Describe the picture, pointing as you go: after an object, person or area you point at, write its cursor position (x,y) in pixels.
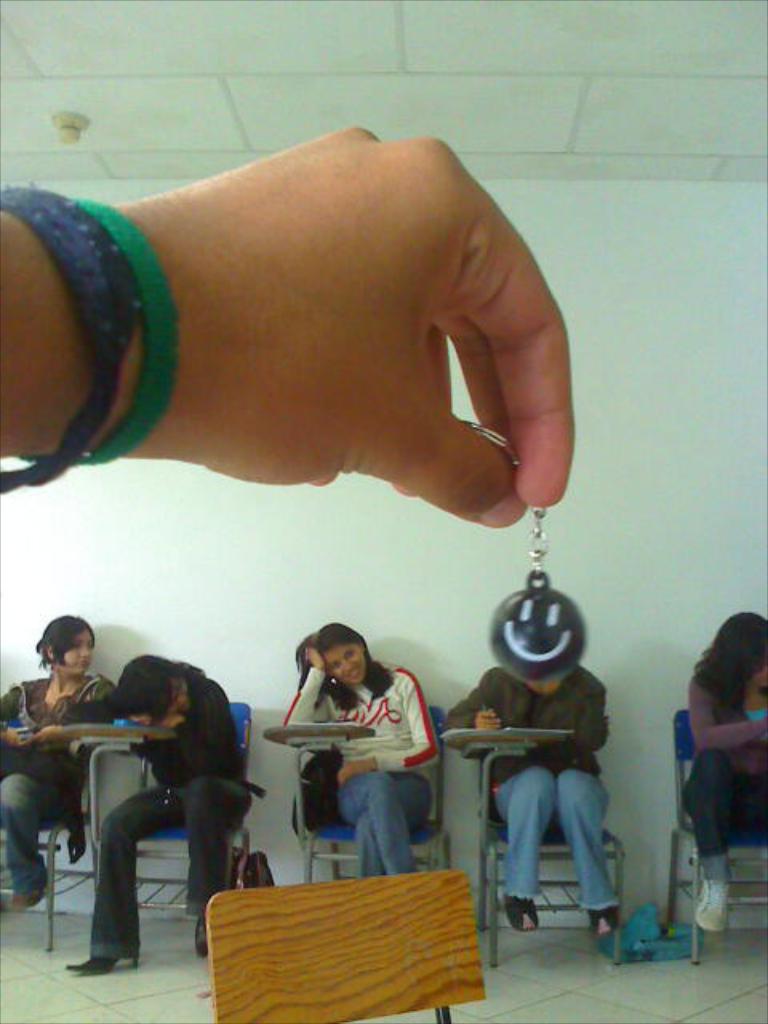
In the image we can see there are people (43,726) who are sitting on chair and in front (437,247) there is a hand (371,262) of a person (496,404) who is holding a keychain (540,610).
